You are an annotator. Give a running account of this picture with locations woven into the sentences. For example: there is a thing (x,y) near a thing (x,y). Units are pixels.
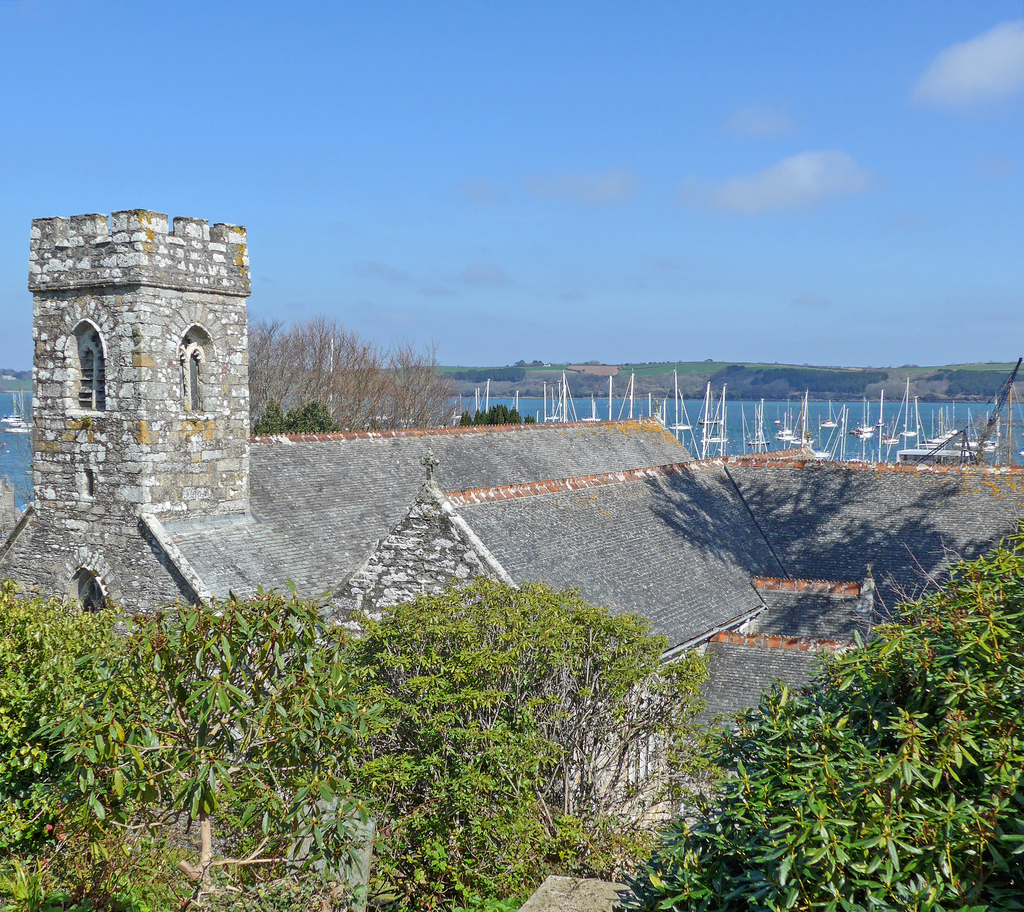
There are trees (743,870), it seems like building structure (343,541), there are boats (723,443) on the water surface (877,411), it seems like mountains (875,370) and the sky (512,298) in the background (318,190).
